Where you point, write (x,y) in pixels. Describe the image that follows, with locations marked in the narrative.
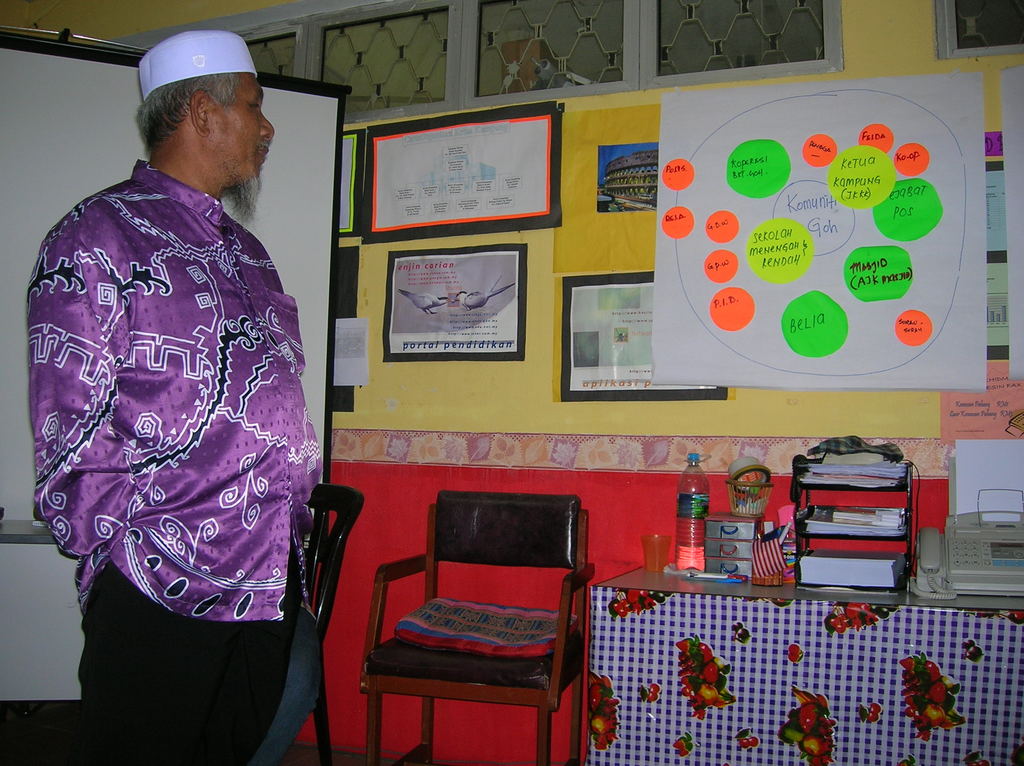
In this image, there is a man (274,574) in the left (261,565). The image is clicked in a room (784,562). In the background (952,201), there is a wall (746,428) on which, some frames (345,182) and charts (1011,182) are fixed. At the bottom (822,666), there is a table (748,669) on which a bottle (688,504), telephone (926,560), and some boxes (745,554) are kept. In the middle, there is a chair (458,543). To the left (63,114), there is a board (59,127) behind the man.
